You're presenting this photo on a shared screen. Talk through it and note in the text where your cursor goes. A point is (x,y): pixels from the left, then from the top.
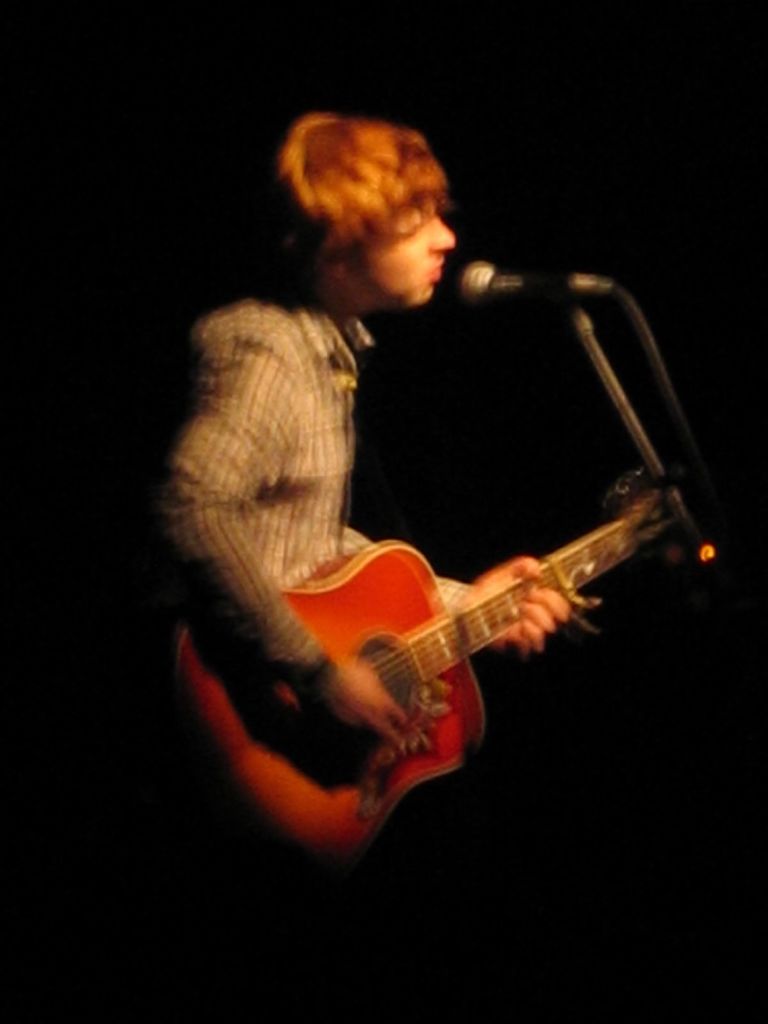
In this picture we can see man (339,358) holding guitar (369,617) and playing it and singing on mic (484,287) and background (90,351) it is dark.
